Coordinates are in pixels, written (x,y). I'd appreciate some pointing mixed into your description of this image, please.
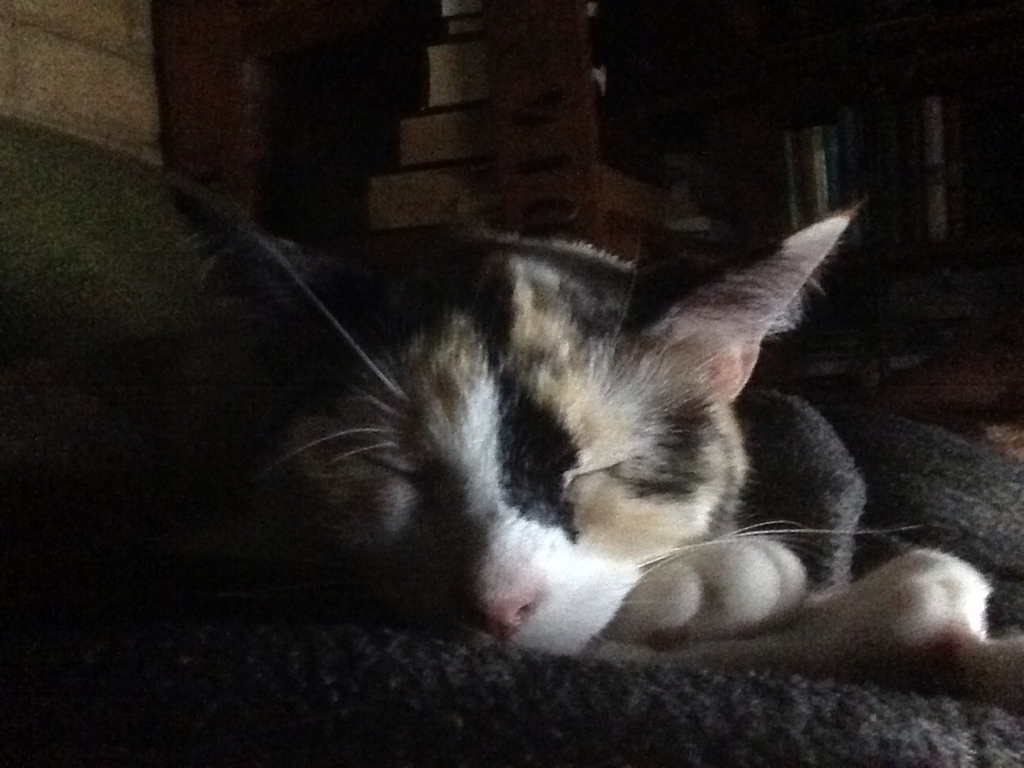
In this image there is a cat (647,492) laying on a mat (742,758), in the background (158,123) it is dark.
